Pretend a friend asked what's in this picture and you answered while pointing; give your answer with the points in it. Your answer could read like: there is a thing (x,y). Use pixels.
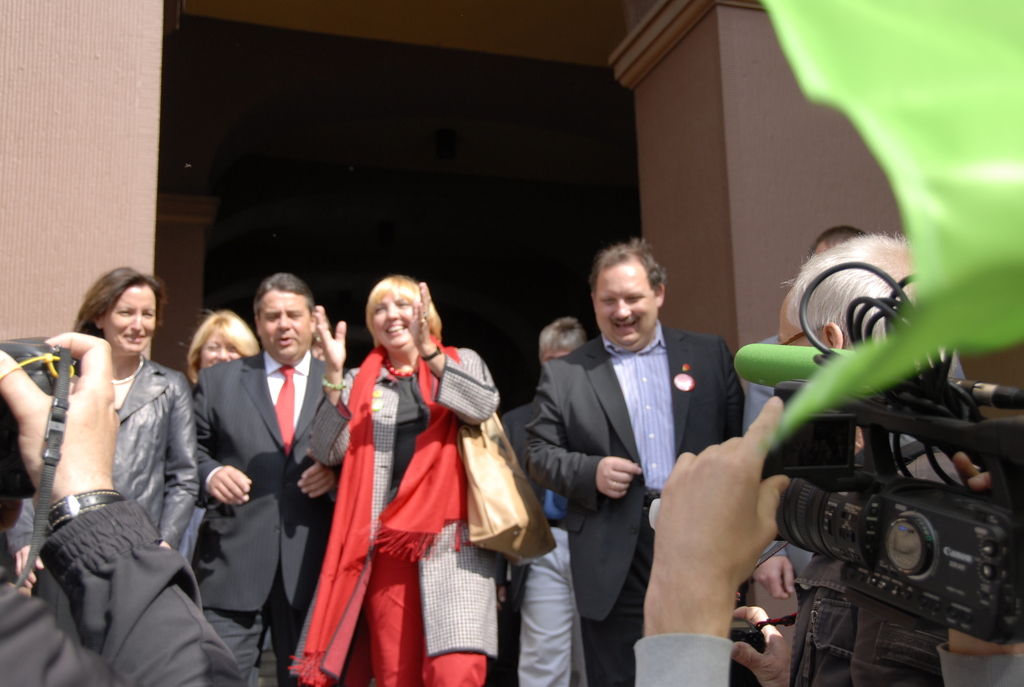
In the center of the image (588,386) we can see some persons (549,378). At the bottom left corner (83,597) a person (90,446) is holding camera (15,432). At the bottom right corner (966,517) a person (975,639) is holding camera (1010,539). In the background of the image (507,171) we can see the wall (24,160).
